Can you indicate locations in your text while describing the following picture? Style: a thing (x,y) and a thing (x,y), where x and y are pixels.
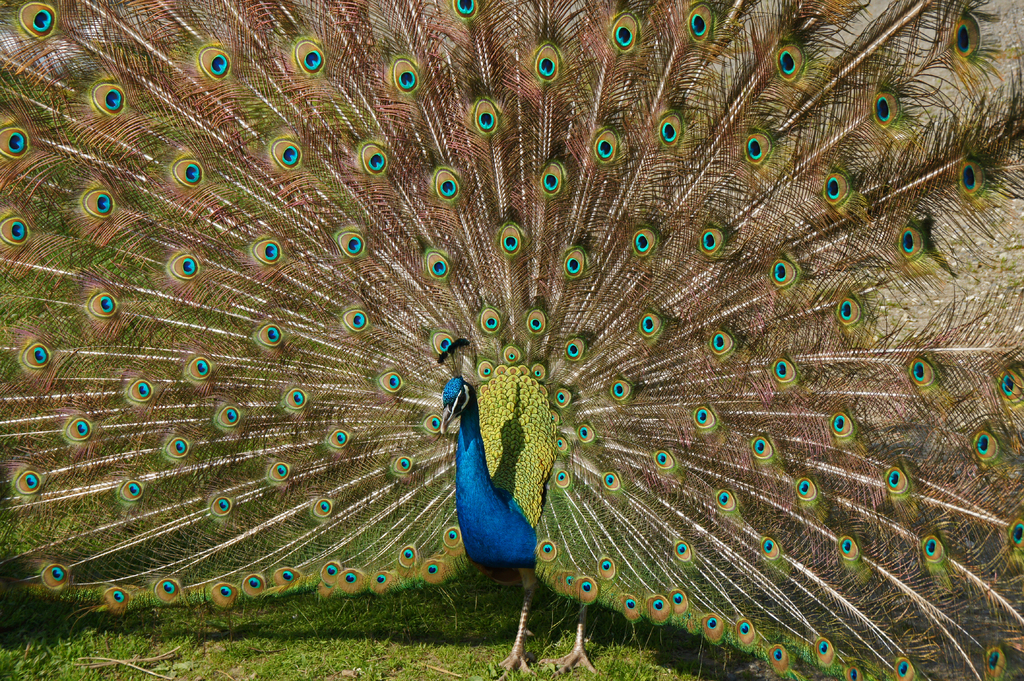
In this image we can see a peacock (513,477) on the grass (437,625).
